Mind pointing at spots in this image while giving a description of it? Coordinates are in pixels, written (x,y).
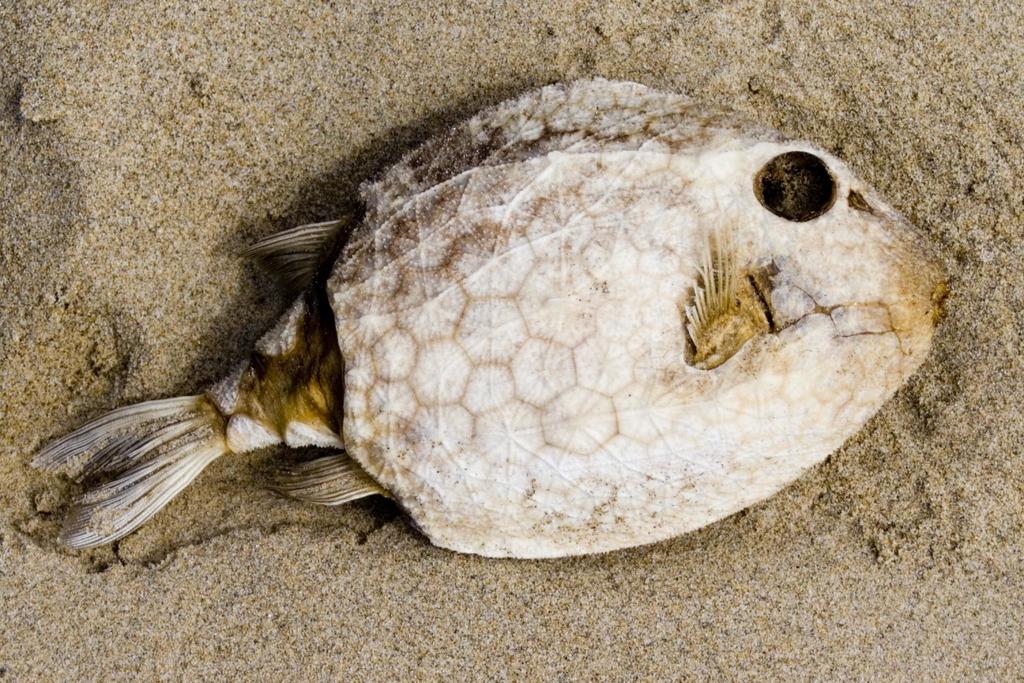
In the image we can see the fish (512,227) on the sand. It looks like the fish (593,205) is dead.
